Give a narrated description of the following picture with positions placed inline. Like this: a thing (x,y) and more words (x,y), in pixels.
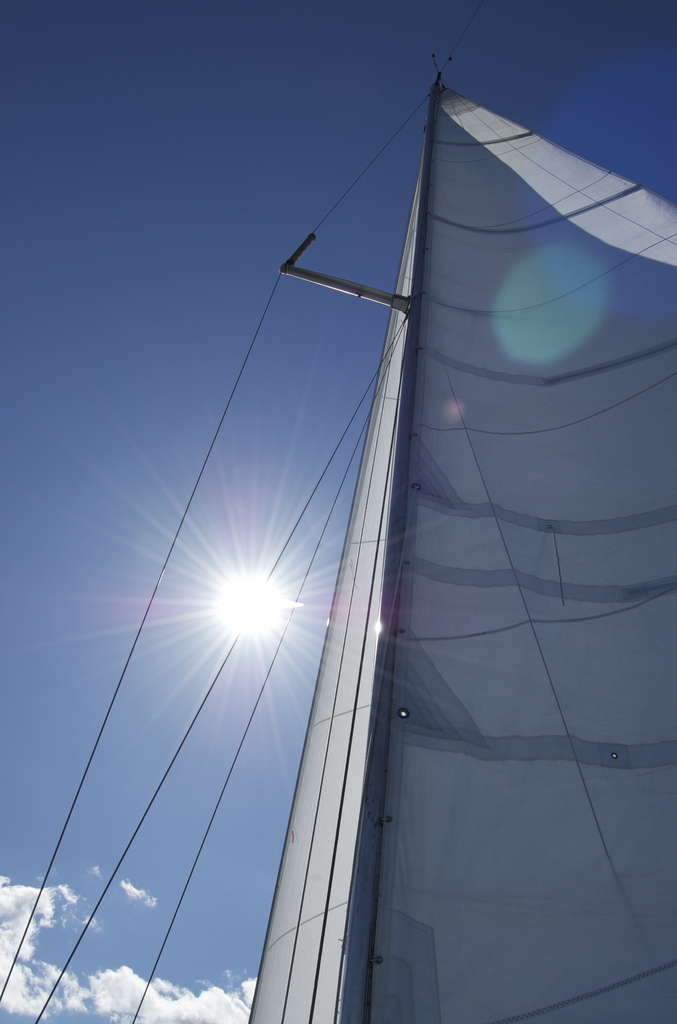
In this image I can see few wires (136,1017) on the left side (133,834) and a white colour thing (443,651) on the right side (616,357). In the background (195,585) I can see clouds (230,1010), the sky (65,624) and the sun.
